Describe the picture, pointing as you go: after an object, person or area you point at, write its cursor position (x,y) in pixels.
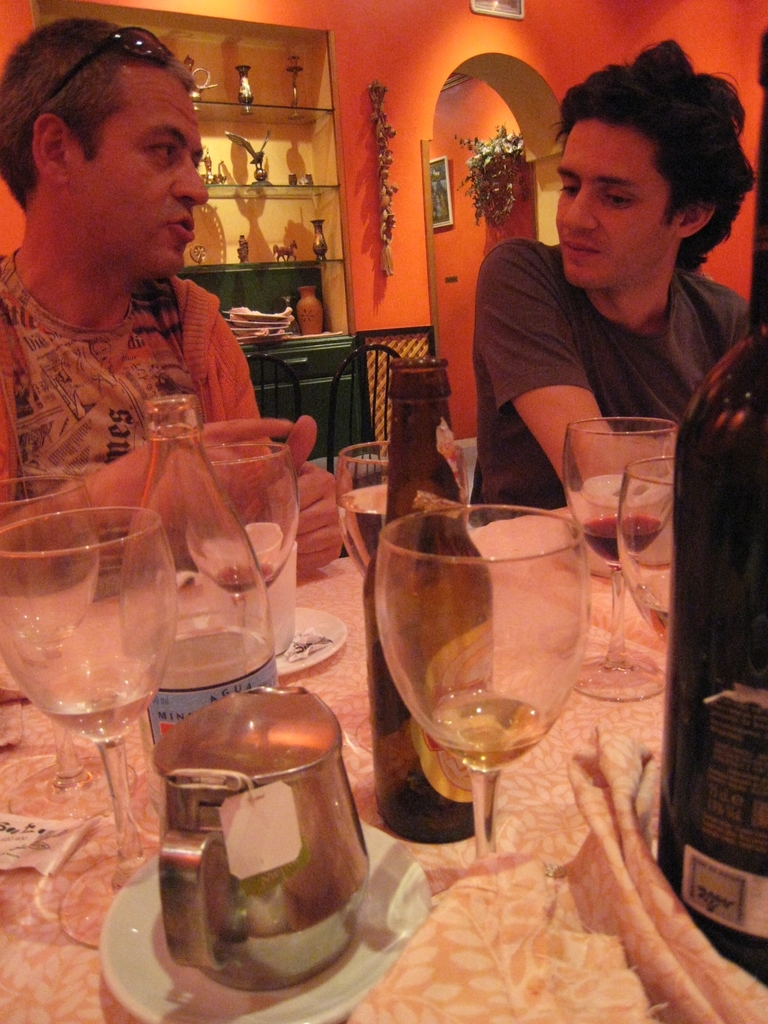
As we can see in the image there is a table (345,605). On table (342,614) there are glasses (481,691) and bottles (710,562) and there are two people (503,305) sitting over here and there is a orange color wall (377,229).
